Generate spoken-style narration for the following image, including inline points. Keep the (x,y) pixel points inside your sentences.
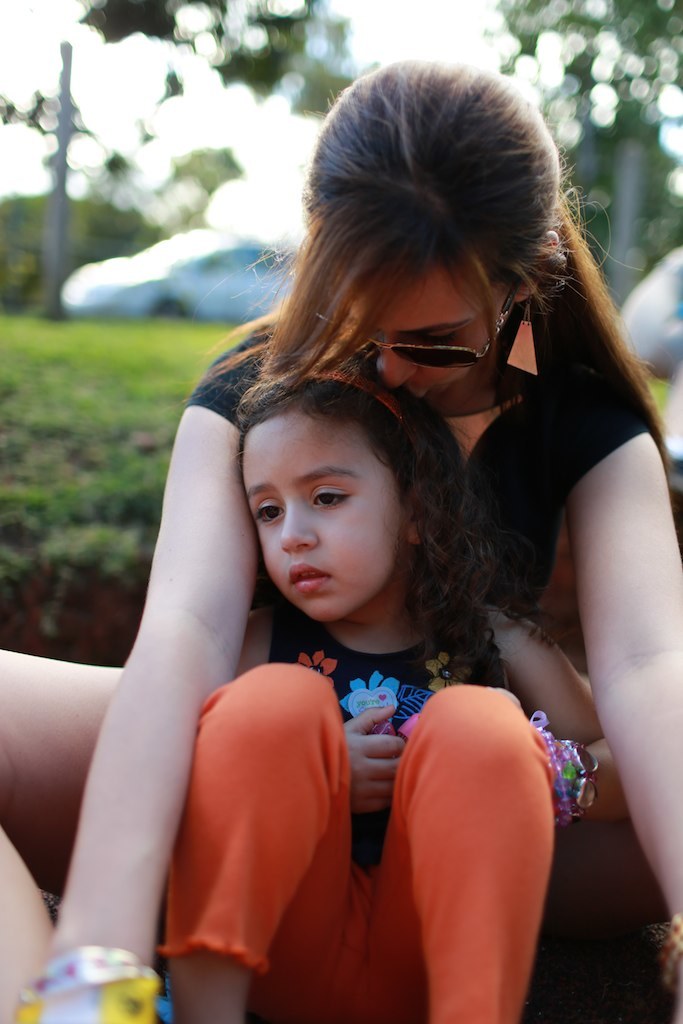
In this image, we can see a person (461,447) and kid (456,671) wearing clothes (469,713). In the background (97,521), image is blurred.
